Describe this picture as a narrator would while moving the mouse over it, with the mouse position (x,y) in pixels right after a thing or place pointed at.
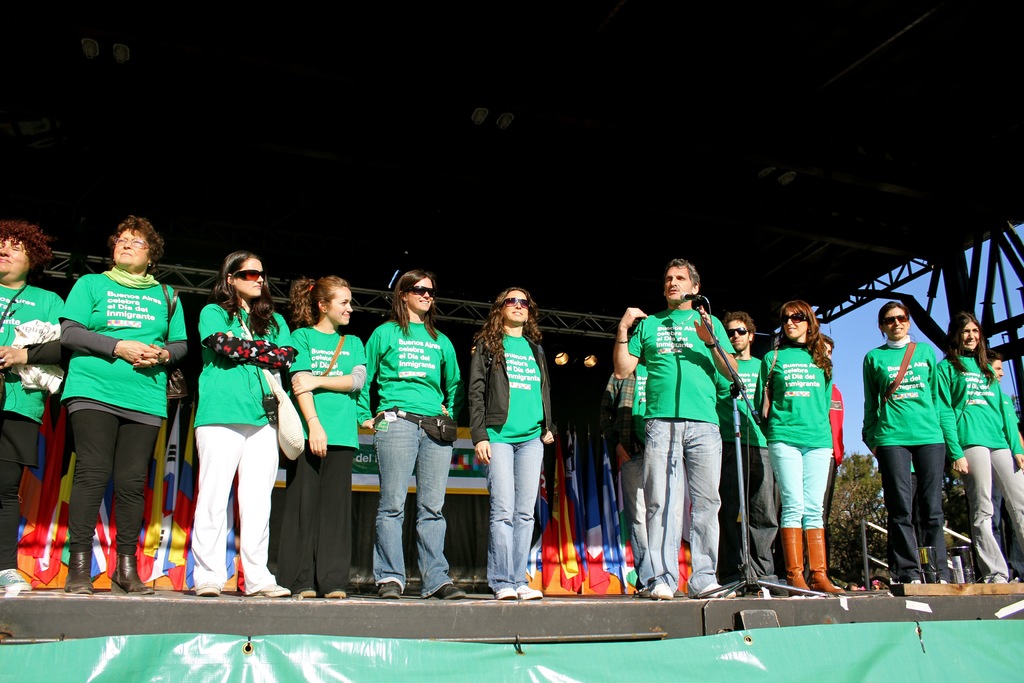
This image consists of a stage (59,668). On that there are so many persons (977,515) standing. All of them are wearing same T-shirts (527,376). There are lights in the middle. There are curtains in the middle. There are trees (832,531) on the right side (873,556). There is the sky (936,302) on the right side (835,348).
